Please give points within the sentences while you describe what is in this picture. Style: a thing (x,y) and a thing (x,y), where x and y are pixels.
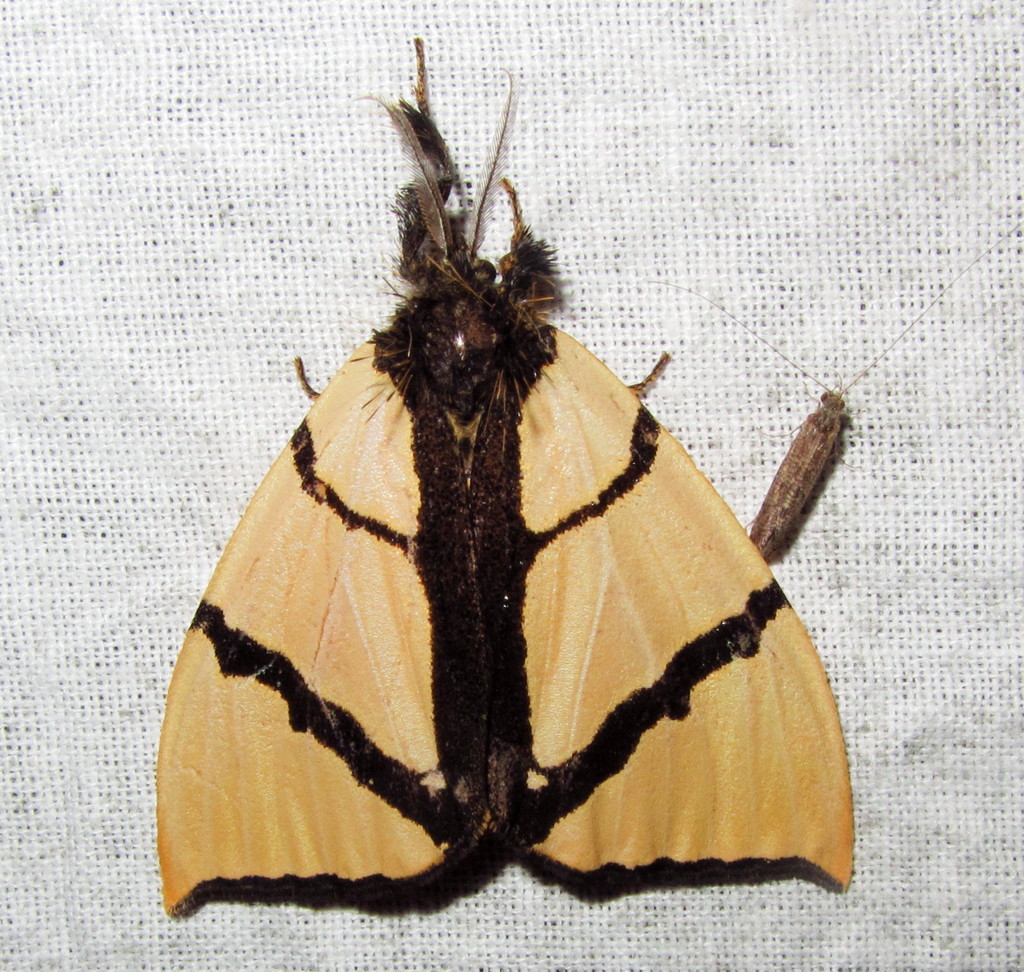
In this image, we can see an insect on the white colored object (380,210).
